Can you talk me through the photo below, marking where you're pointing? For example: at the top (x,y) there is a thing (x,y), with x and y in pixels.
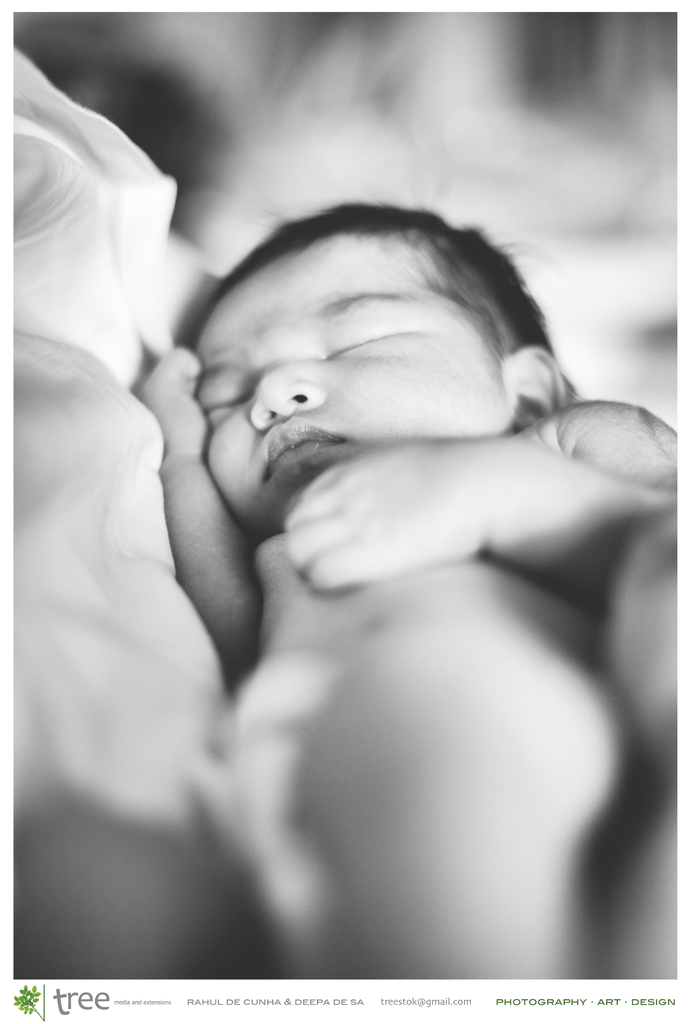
This is a black and white image. In this image, we can see a baby (421,810) and clothes (18,493). At the top (482,94) and bottom of the image (116,889), there is a blur view. At the bottom of the image (265,1002), we can see the text (258,1003).
